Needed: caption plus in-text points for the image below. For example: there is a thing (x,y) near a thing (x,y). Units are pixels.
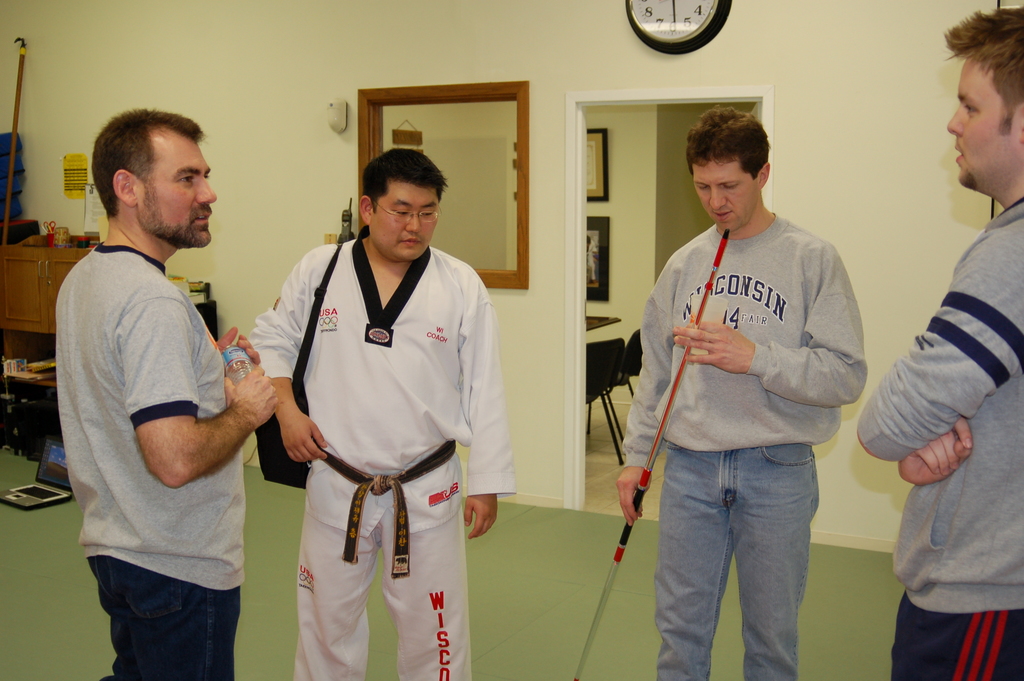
In this picture, we see four men (871,406) are standing. The man (125,221) on the left side (163,351) wearing a grey T-shirt (164,409) is holding a water bottle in his hand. Behind them, we see a table (213,301) on which books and some other things (60,240) are placed. We see a wall (277,151) on which mirror (465,170) is placed. We even see a wall clock (655,34). Beside that, we see another room (626,333) in which table (609,321) and chairs (605,365) are visible. In the background (637,200), we see a wall (649,178) on which photo frames (596,134) are placed.
